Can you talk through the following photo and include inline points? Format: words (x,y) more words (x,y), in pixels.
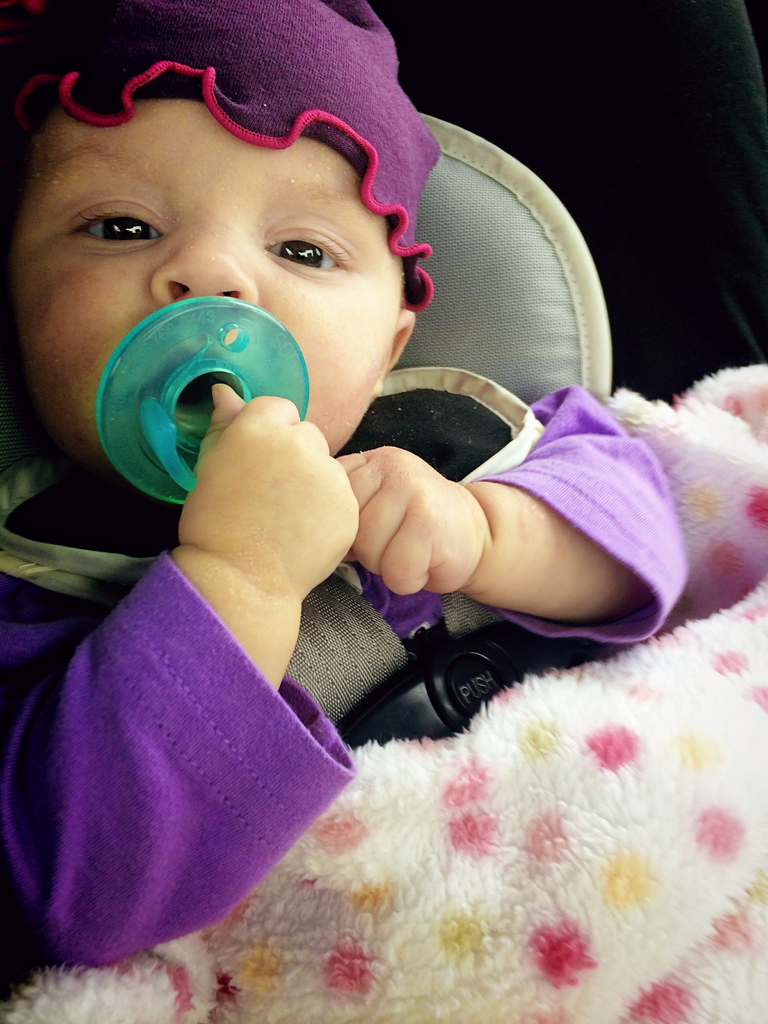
In this image, I can see a baby (351,518) is holding an object (197,384) in hand (281,559) is lying in a car seat (474,220). This image taken, maybe in a car (548,107).
